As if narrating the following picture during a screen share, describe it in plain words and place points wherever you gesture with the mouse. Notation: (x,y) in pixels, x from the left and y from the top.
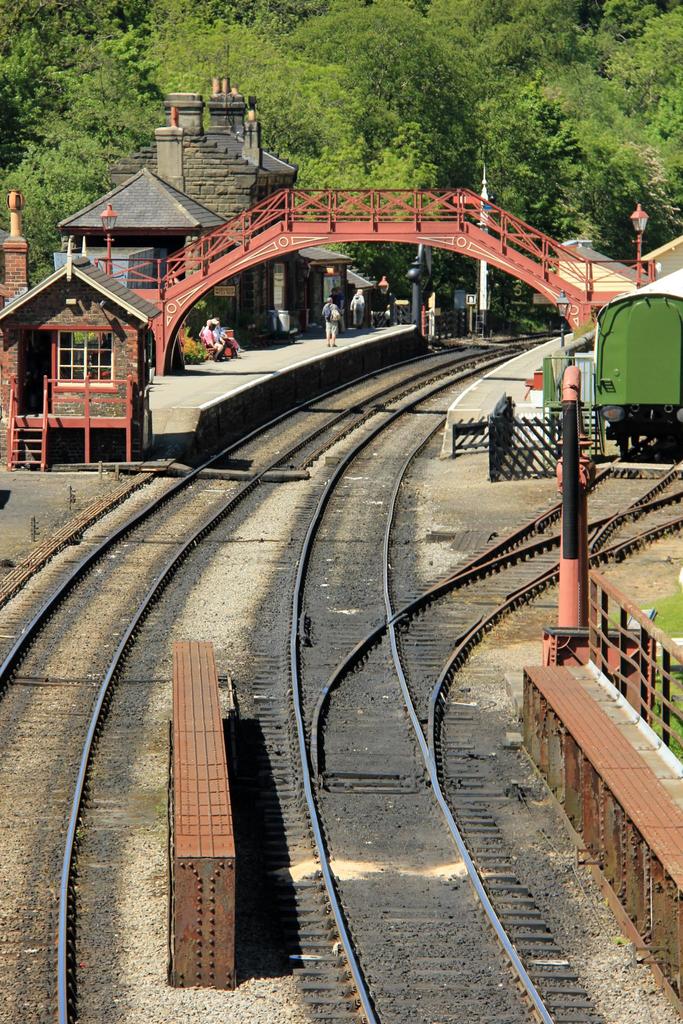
This image we can see railway tracks (273,657), bridge (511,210), platform (335,374). To the right side of the image (602,328) there is a train (670,283). In the background of the image (528,106) there are trees (446,100).
